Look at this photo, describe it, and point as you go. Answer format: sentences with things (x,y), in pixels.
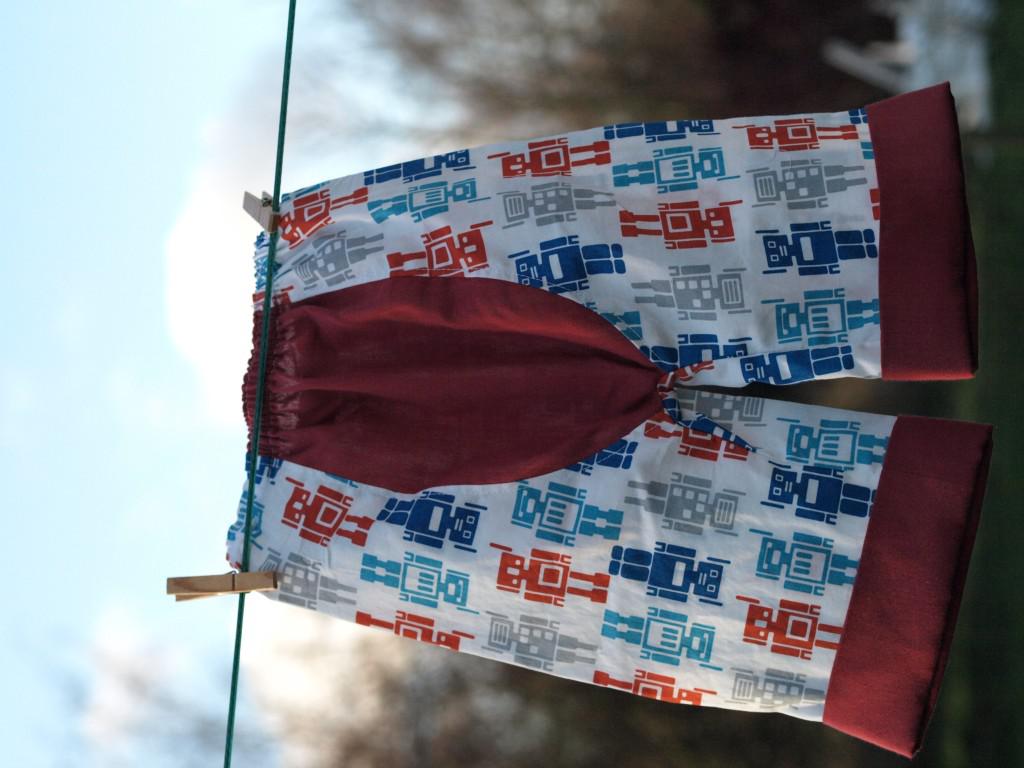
This image is in left direction. Here I can see a short (527,285) which is hanging on a rope (232,682). In the background (502,711) there are many trees (501,89). On the left side (27,381), I can see the sky (5,312).
